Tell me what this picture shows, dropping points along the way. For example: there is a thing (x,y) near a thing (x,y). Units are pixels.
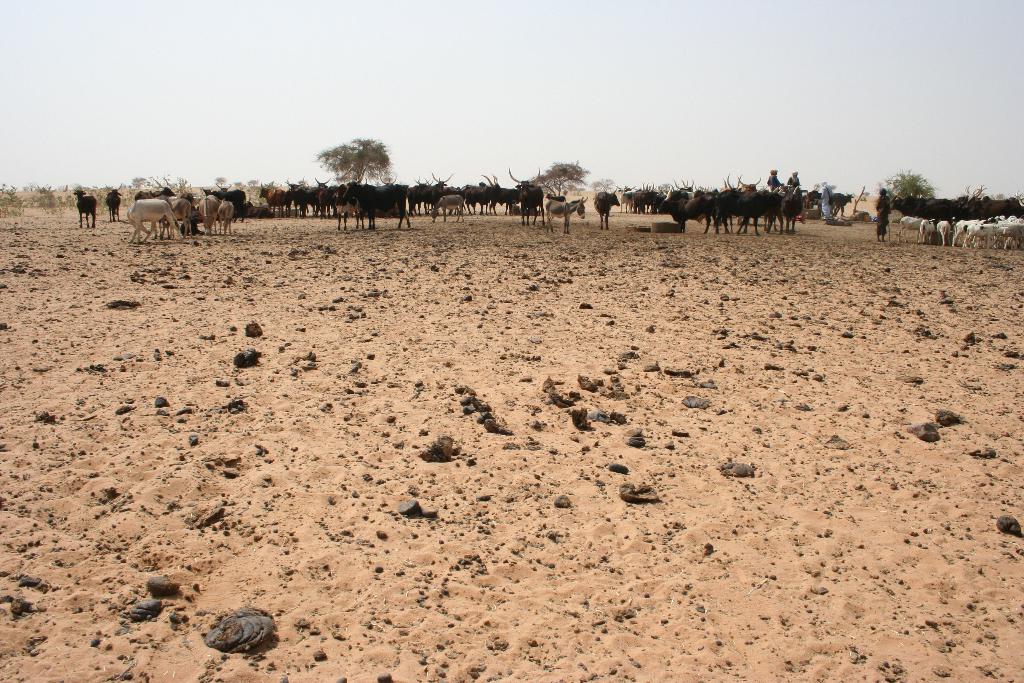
In this picture I can see the animals (496,201) on the surface (549,354). I can see a few people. I can see trees (548,178). I can see clouds (640,167) in the sky (652,170).
